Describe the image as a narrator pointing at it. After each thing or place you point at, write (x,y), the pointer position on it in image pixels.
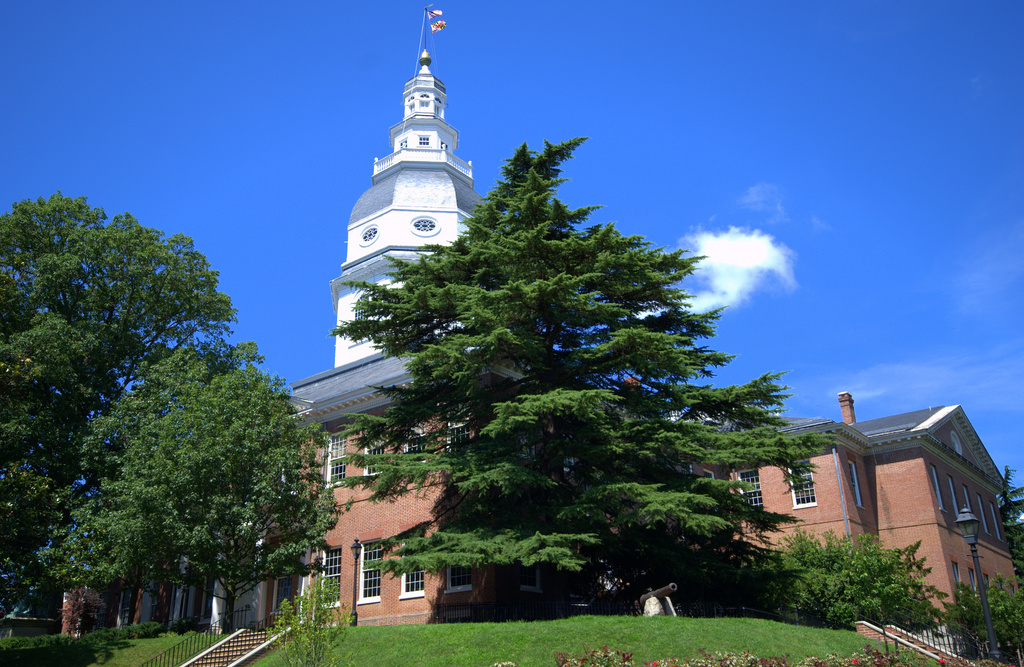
This image is taken outdoors. At the top of the image (332,101) there is the sky (756,250) with clouds (778,273). At the bottom of the image (600,661) there are a few plants (757,654) and there is a ground (434,631) with grass (419,633) on it. On the left side of the image (105,541) there are two trees (123,502) with green leaves (194,489), stems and branches (101,459). In the background (362,547) there is a building (827,449) with walls (909,489), windows (808,503), a roof (351,388) and a door (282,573). There is an architecture (391,234) and there is a flag (445,26). In the middle of the image (493,326) there are a few trees (719,599) and plants (916,603). There is a pole (973,568) with a street light (969,525). There is a cannon (669,614) and there are a few stairs (920,637) with railings (215,627).
